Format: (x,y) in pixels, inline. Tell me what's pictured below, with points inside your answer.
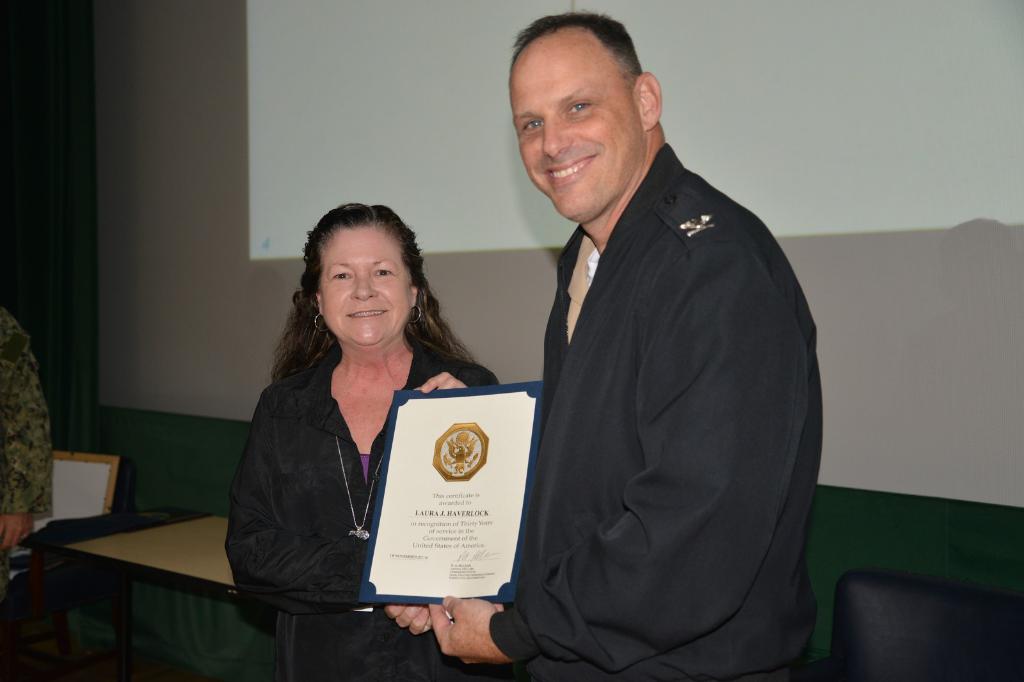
In this image, In the middle (643,446) there are two persons (643,399) standing and holding a certificate (474,565) which is in white color, In the background (129,565) there is a table (122,579) which is in yellow color, There is a wall (814,171) which is in white color.
